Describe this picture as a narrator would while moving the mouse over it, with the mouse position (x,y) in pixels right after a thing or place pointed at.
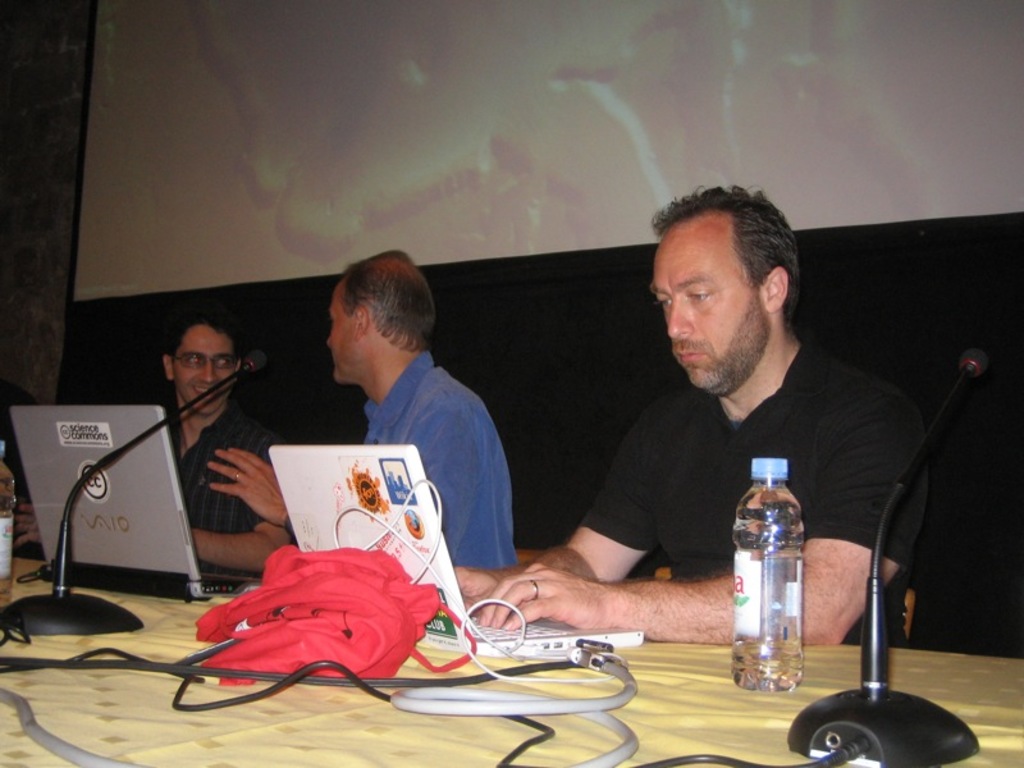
In this image there are persons (736,393) sitting behind the table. There are laptops (350,491), bottles (744,658), microphones (940,713), wires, cloth (388,612) on the table (385,735). At the back (220,253) there is a screen (306,141).
